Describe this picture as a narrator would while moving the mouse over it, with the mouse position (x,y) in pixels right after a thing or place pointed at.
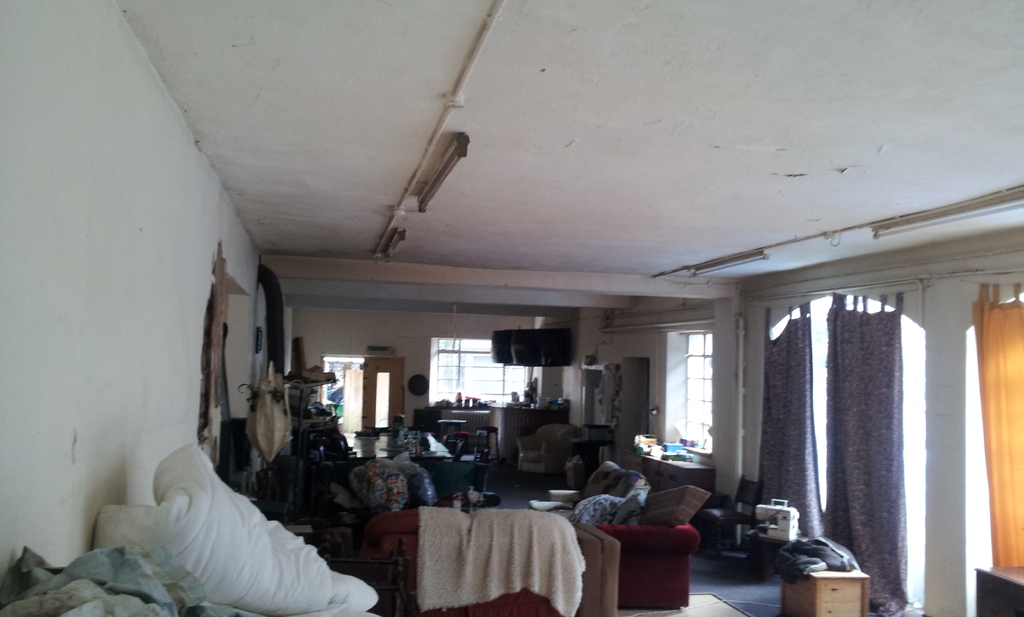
In this image we can see a room (385,372) in which there are some beds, couches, tables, cupboards (804,604), mirrors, lights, windows (507,379), curtains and some other objects (312,423).
